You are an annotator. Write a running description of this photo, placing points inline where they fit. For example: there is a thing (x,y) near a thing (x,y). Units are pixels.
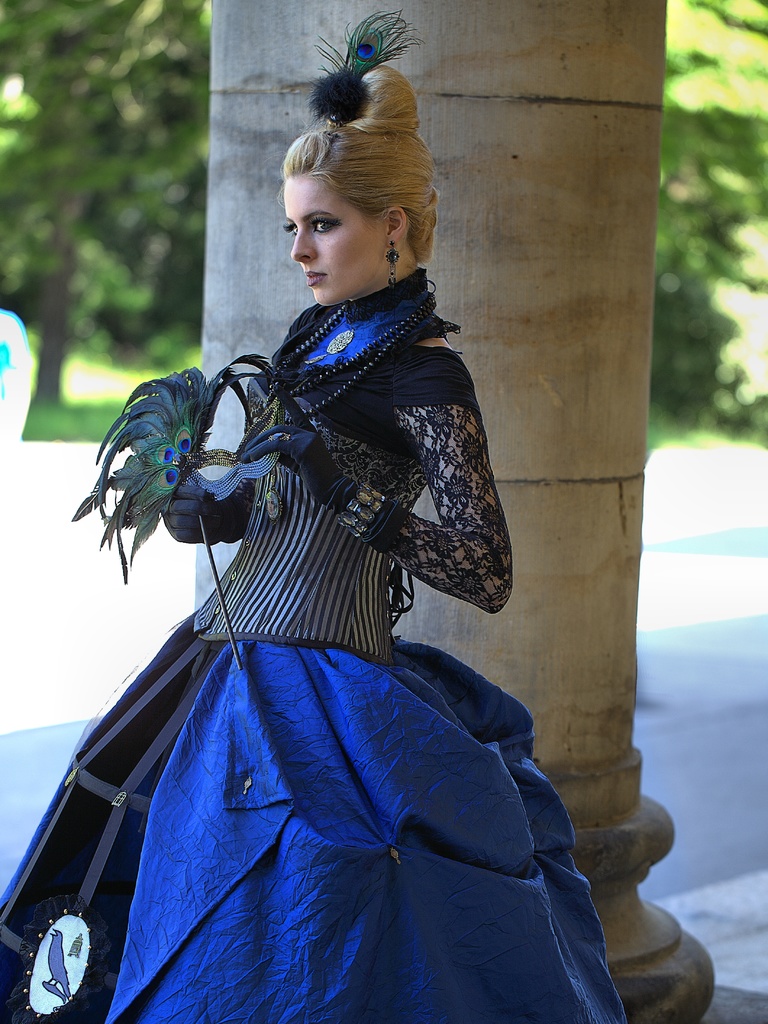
In this image, in the middle (374,521), we can see a woman (411,548) wearing a blue color dress (339,773) and holding a mask (249,469) with peacock feathers (192,434) in her hands (245,458). In the background (432,44), we can see a pillar (624,257) and trees (32,88).
